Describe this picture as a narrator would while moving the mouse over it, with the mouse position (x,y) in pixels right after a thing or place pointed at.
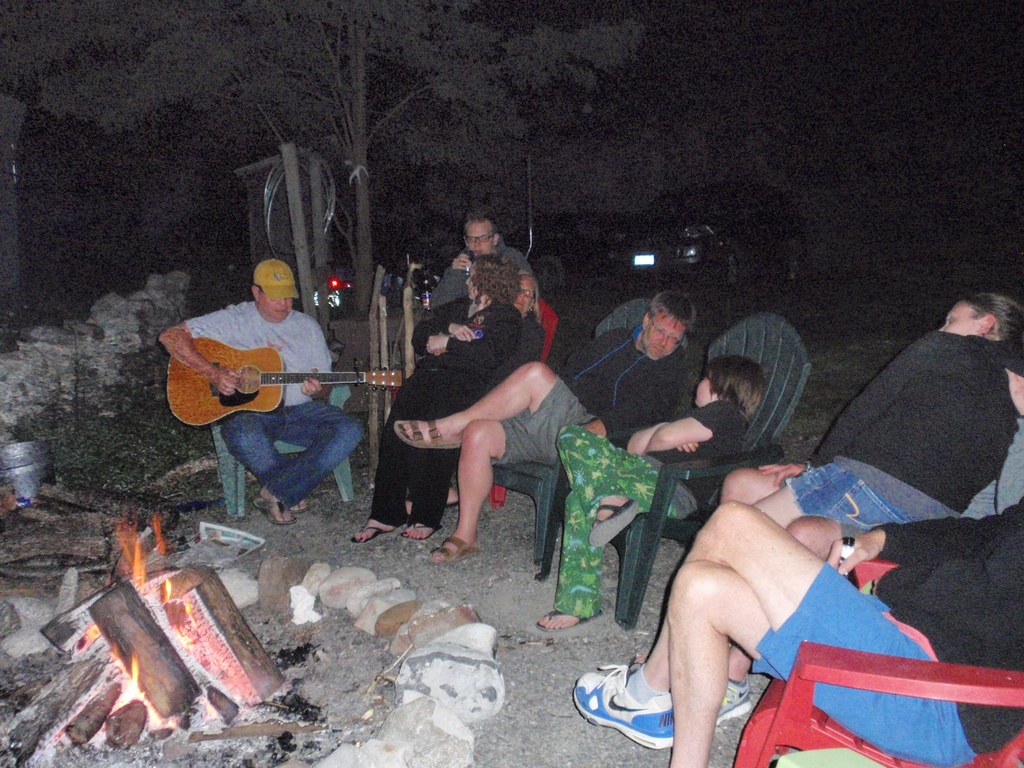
In the picture are few people (877,413) sitting on the chairs (234,462) in an open area (369,653). The man (238,450) at the left (245,431) wore a cap (261,275) and is playing a guitar (211,382) and the man (967,598) at the right (774,557) is holding a bottle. There is bon fire (187,611) at the below left corner of the image (183,623) and beside to it there are many stones (415,662). In the background (359,147) there is a tree (355,143) and some vehicles (614,220).
